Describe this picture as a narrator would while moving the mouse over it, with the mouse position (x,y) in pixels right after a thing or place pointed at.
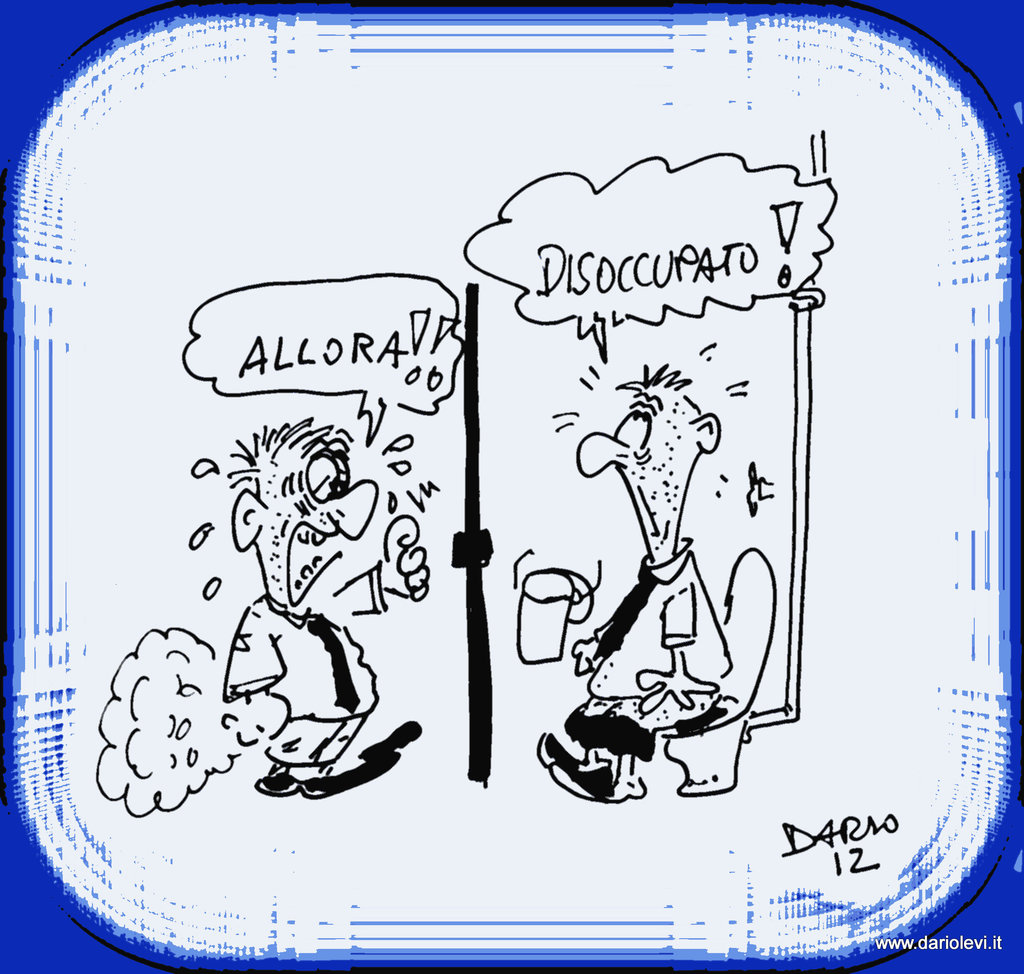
In this picture I can see a drawing (532,494) of two persons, words (815,842) and numbers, and there is a watermark (962,940) on the image.
